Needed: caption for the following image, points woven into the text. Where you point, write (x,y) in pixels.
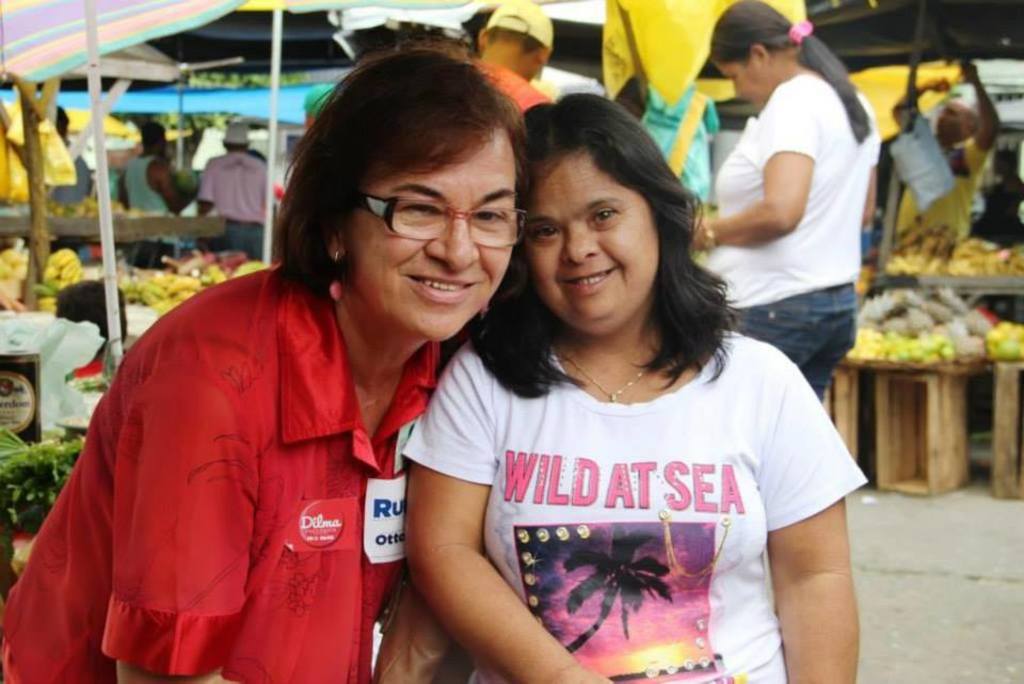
In this picture I can observe two women (397,363). One of them is wearing red color shirt (347,429) and spectacles (420,218) and the other is wearing white color t-shirt (588,468). In the background (160,109) I can observe some fruits (77,268) and vegetables stalls (891,195). There are some people (249,217) in the background (246,203).
